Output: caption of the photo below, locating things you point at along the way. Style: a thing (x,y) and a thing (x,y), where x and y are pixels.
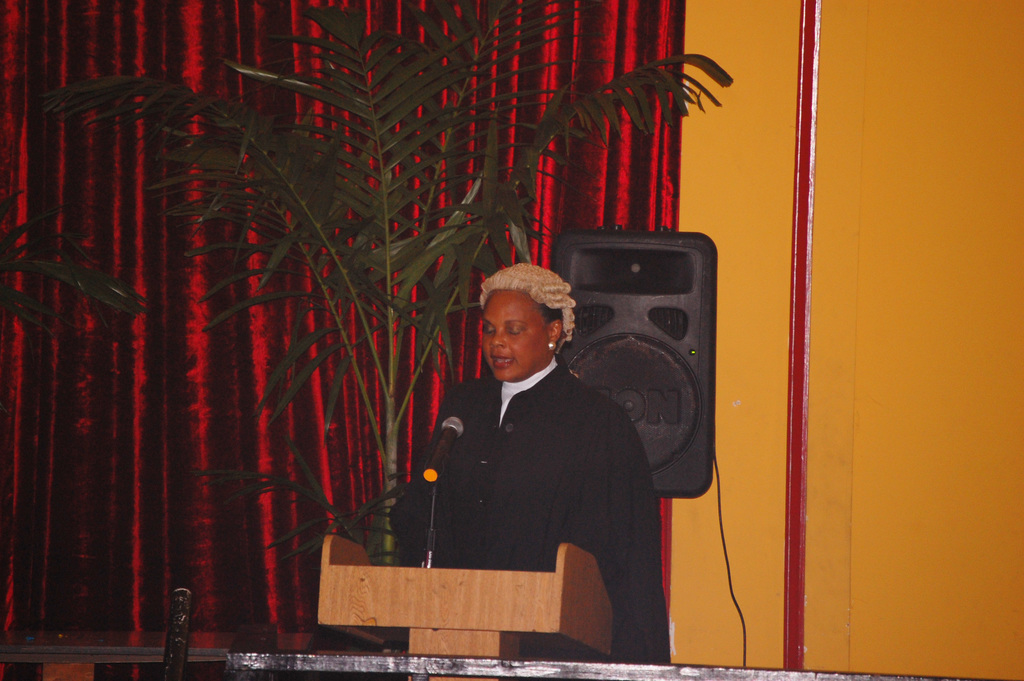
In this picture we can see a person (613,517), here we can see a podium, mic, plant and in the background (166,584) we can see a curtain (100,602).
